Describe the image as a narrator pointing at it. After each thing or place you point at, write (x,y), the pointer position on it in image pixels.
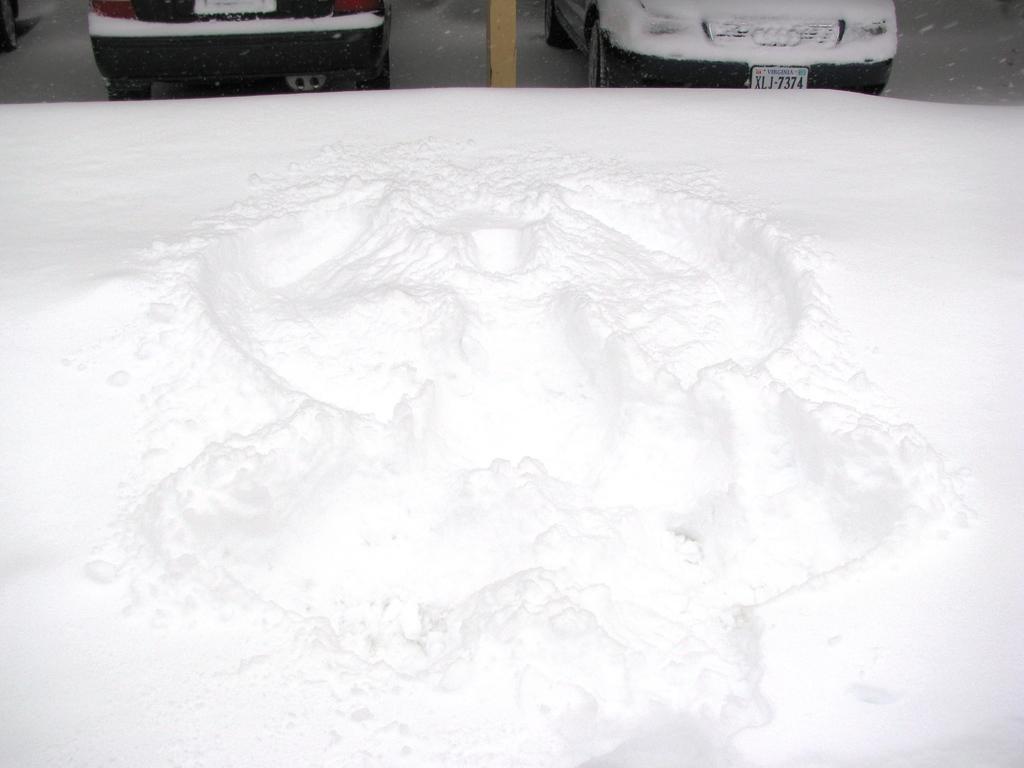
In this picture there is snow (169,140) in the center of the image (350,257) and there are cars (350,35) at the top side of the image (359,65).
